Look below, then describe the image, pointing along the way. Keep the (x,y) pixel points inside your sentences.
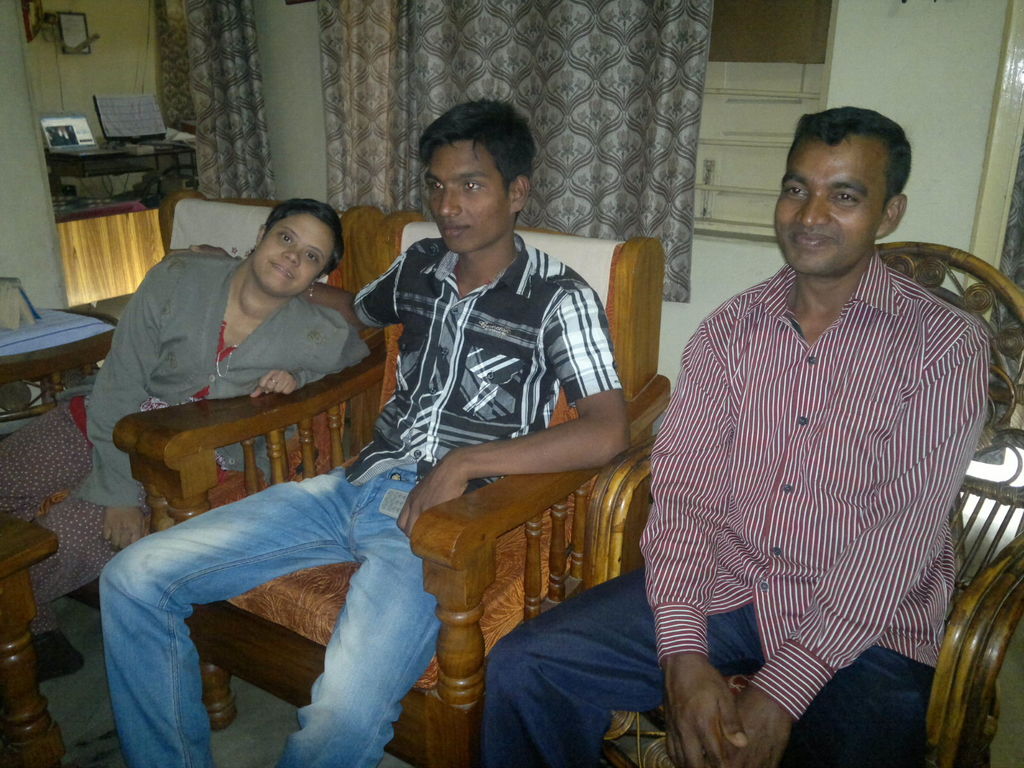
In this picture, there are three persons (424,486) sitting on chairs (125,436). Behind the people (277,497) there are curtains (241,93), a window (716,113) and a wall (273,90). On the left side of the image (132,280), there are some objects (92,193).
